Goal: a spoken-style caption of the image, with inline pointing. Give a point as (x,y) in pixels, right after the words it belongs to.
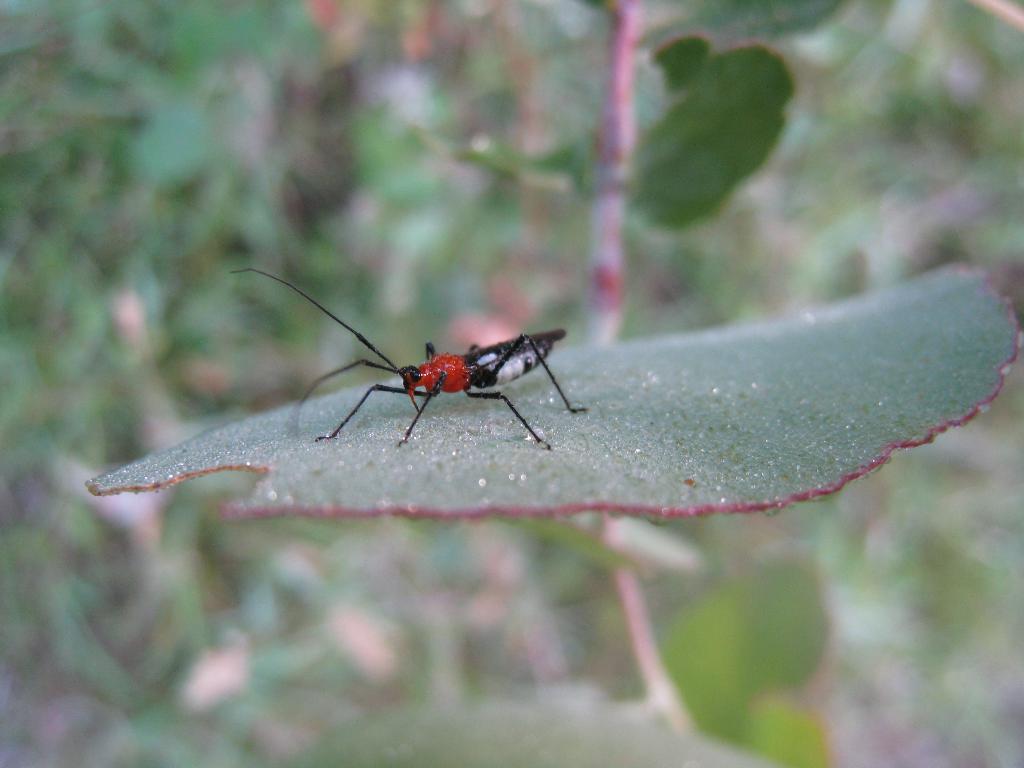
Here in this picture we can see an insect (449,381) present on a leaf (449,428) and beside that we can see plants (574,229) in blurry manner.
